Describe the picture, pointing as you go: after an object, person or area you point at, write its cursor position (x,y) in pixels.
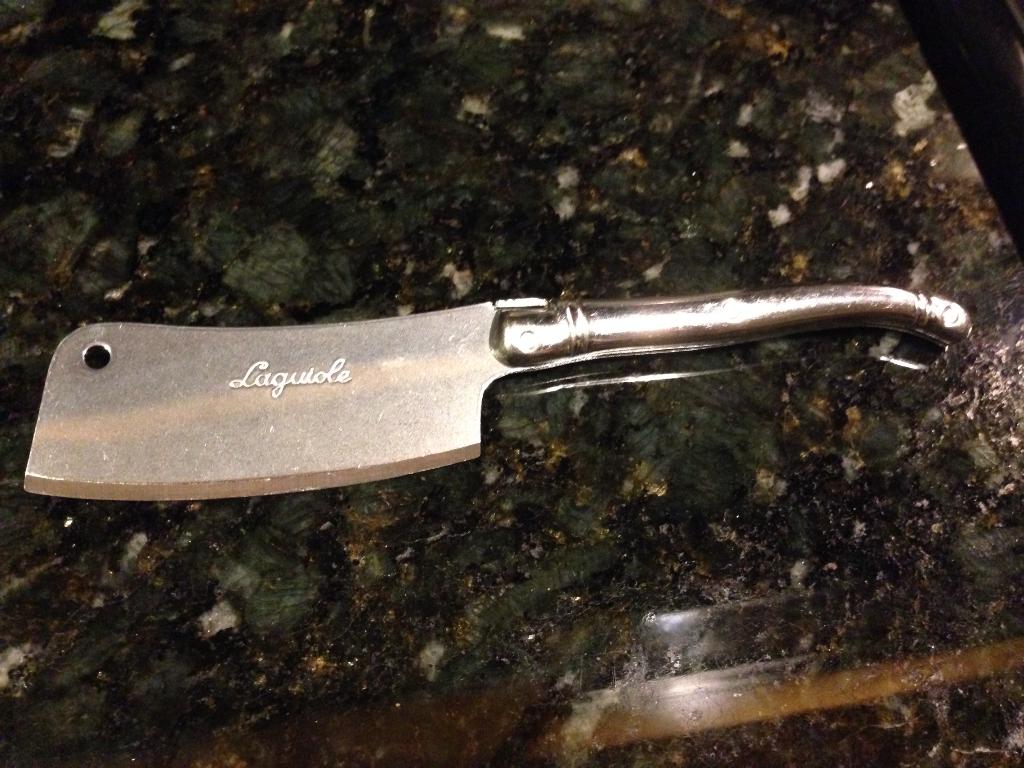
In the given picture, we can see a metal object (189,430) included with some text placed on the marble (613,549).
